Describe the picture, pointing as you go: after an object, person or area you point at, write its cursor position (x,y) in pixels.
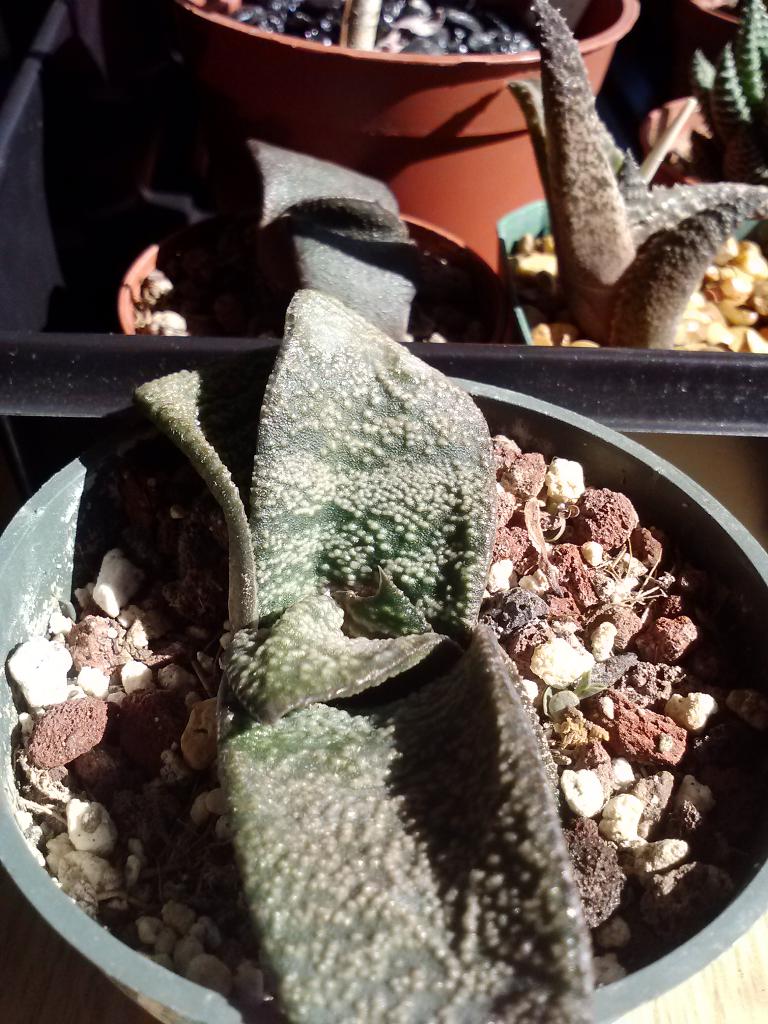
In this picture there are pots (244,35) filled with the plants (399,650) and stones (260,15).
